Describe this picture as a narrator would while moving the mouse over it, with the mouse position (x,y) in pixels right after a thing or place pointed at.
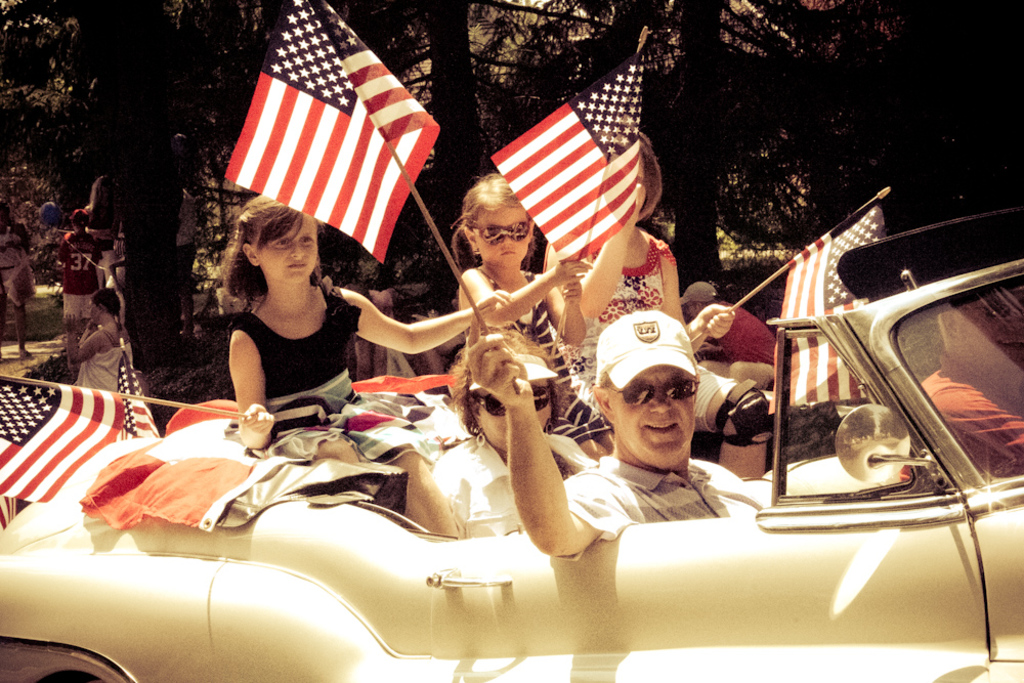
In this image i can see group of people (255,386) some are standing and some are travelling in the car (596,573). The people (565,542) travelling in the car (662,542) they are holding the flags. There are three children (642,271) one man (676,431) and woman (547,419) in the car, the man (681,447) and women (493,464) travelling in the car (772,492) having the shades (489,410) and the man (523,407) having the cap (634,330). At the back (700,112) i can see a tree (708,140).
